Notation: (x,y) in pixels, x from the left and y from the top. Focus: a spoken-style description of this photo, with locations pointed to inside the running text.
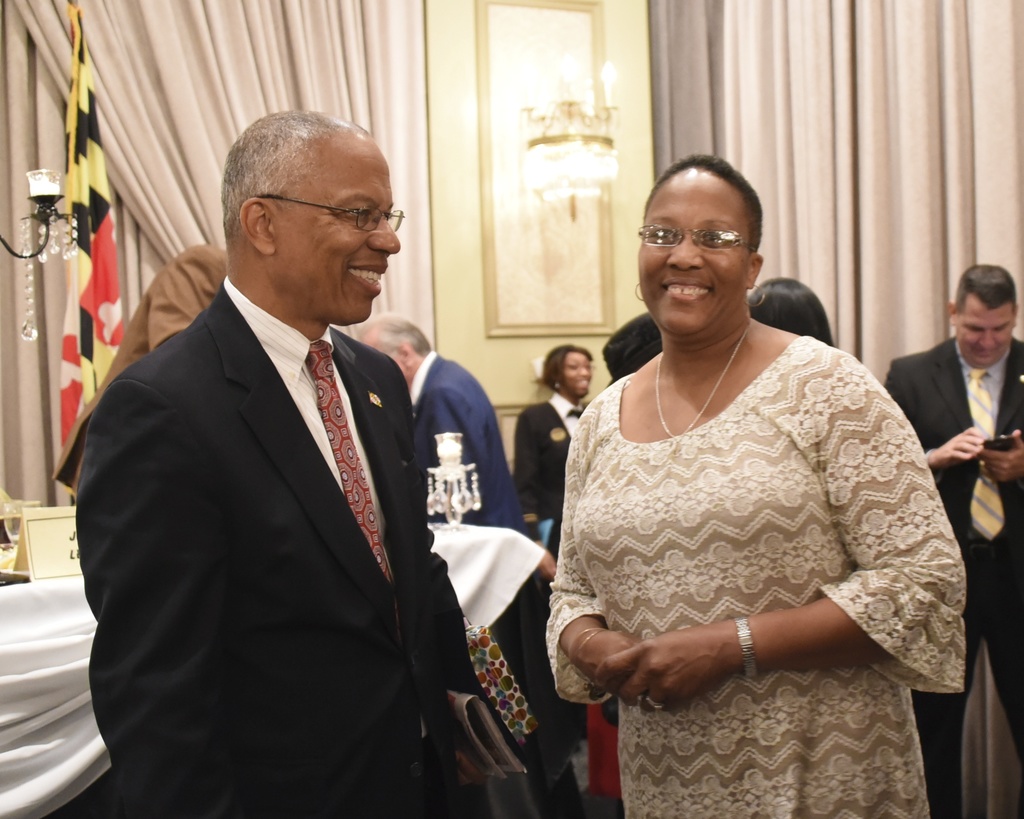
In the center of the image (380,369) we can see a man (289,319) and a lady (699,443) standing and smiling. In the background (970,459) there are people (981,442) and we can see curtains (230,69). There is a board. On the left (95,376) there is a flag (93,359). At the top (556,198) there is a chandelier (569,156).
